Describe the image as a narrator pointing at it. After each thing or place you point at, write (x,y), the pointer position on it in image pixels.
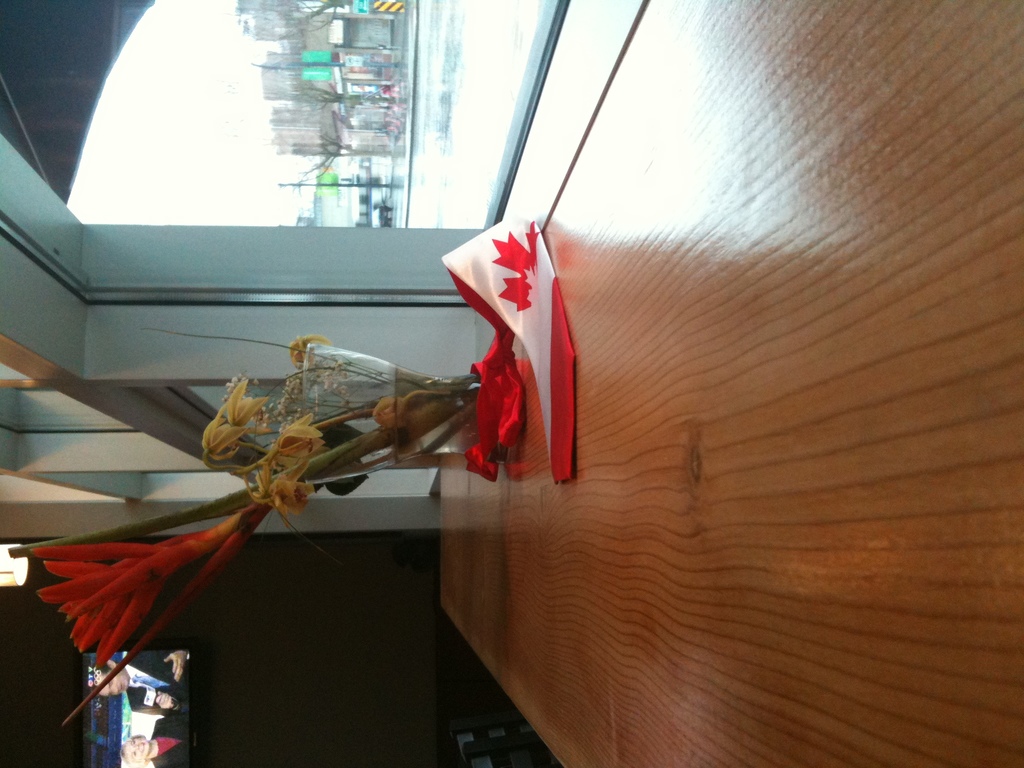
In the foreground (243,333) I can see a flower vase (454,459) on the table (704,585), window (222,289), water (496,134), buildings (373,44), trees (332,95) and the sky (309,163). This image is taken may be during a day.
